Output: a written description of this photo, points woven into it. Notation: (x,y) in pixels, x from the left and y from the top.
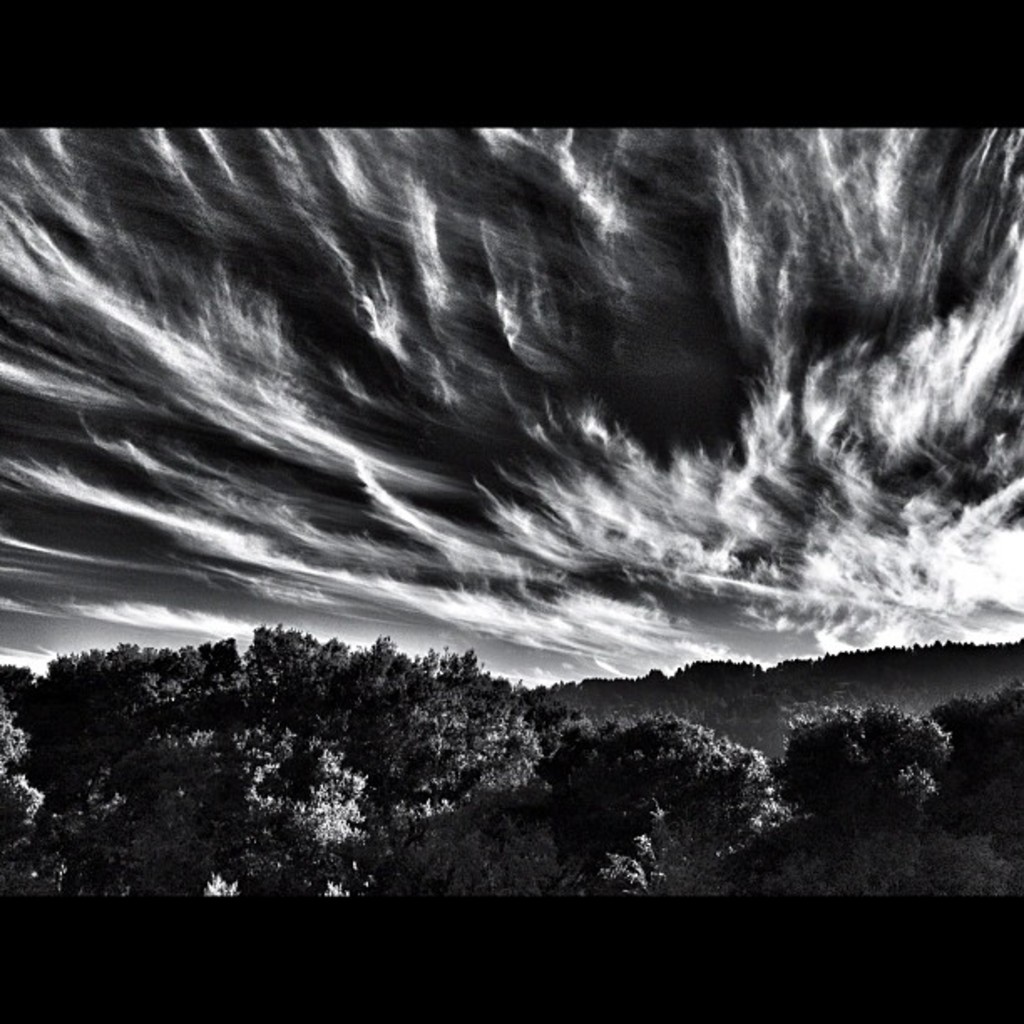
It is a black and white image. In this image we can see the trees (516,735) and also the sky (462,488) with the clouds (982,233). We can also see the borders (455,74) at the top (213,42) and at the bottom (732,991).
